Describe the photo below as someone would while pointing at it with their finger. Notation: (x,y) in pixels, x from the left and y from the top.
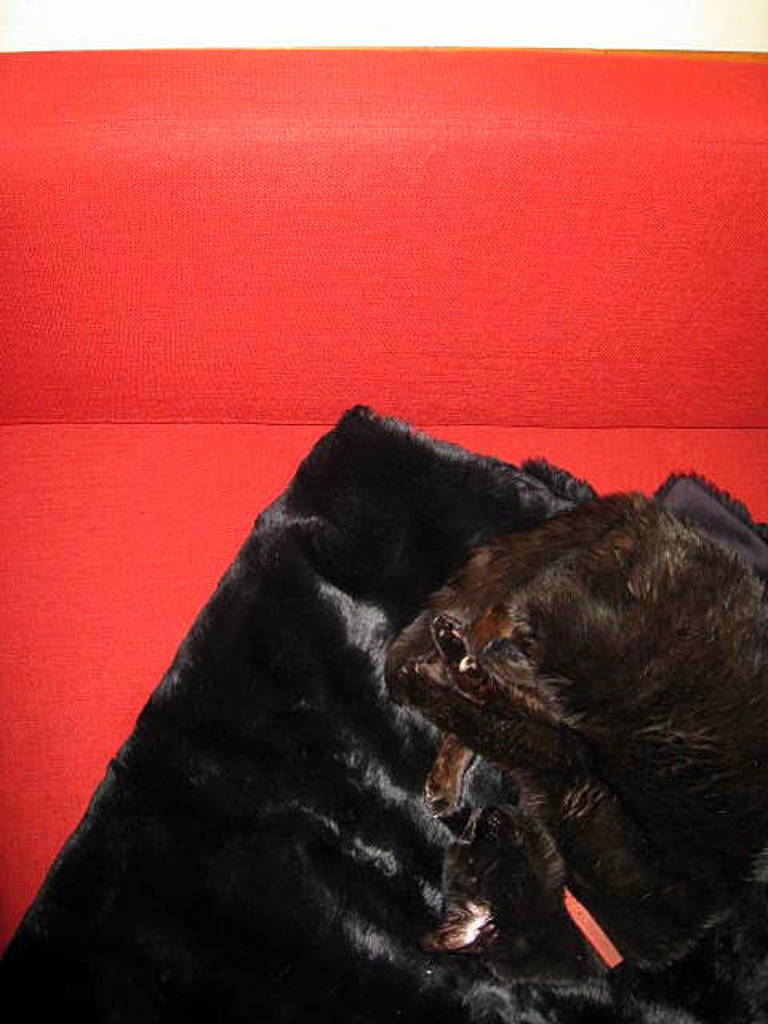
This image consists of a cat (659,739) sleeping on a blanket (225,683). It is in black color. In the background (360,206), there is a sofa (207,246) in red color. The cat (575,780) is also in black color.
